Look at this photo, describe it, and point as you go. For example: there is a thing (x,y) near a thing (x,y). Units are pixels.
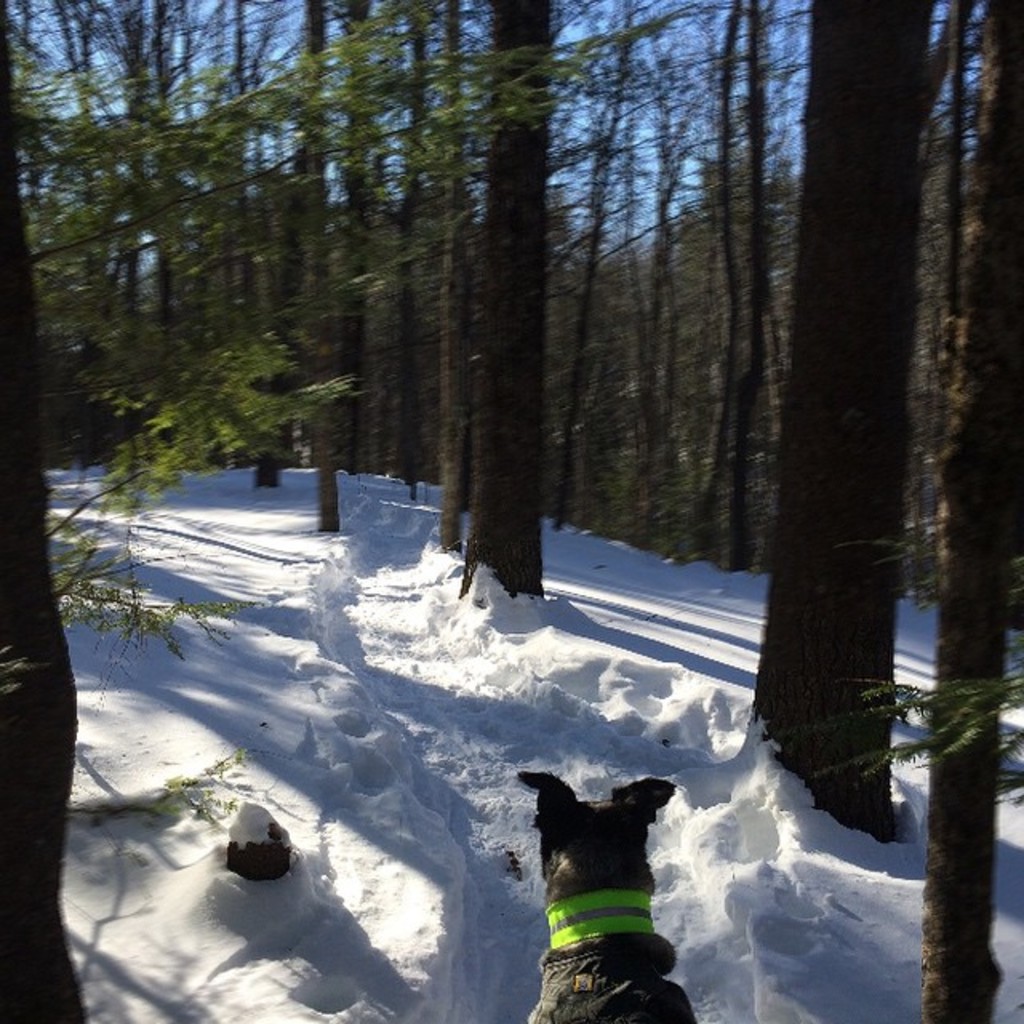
In this image I can see at the bottom (629,934) there is the dog (644,949) in the snow (495,745), at the top (529,249) there are trees (480,252).
